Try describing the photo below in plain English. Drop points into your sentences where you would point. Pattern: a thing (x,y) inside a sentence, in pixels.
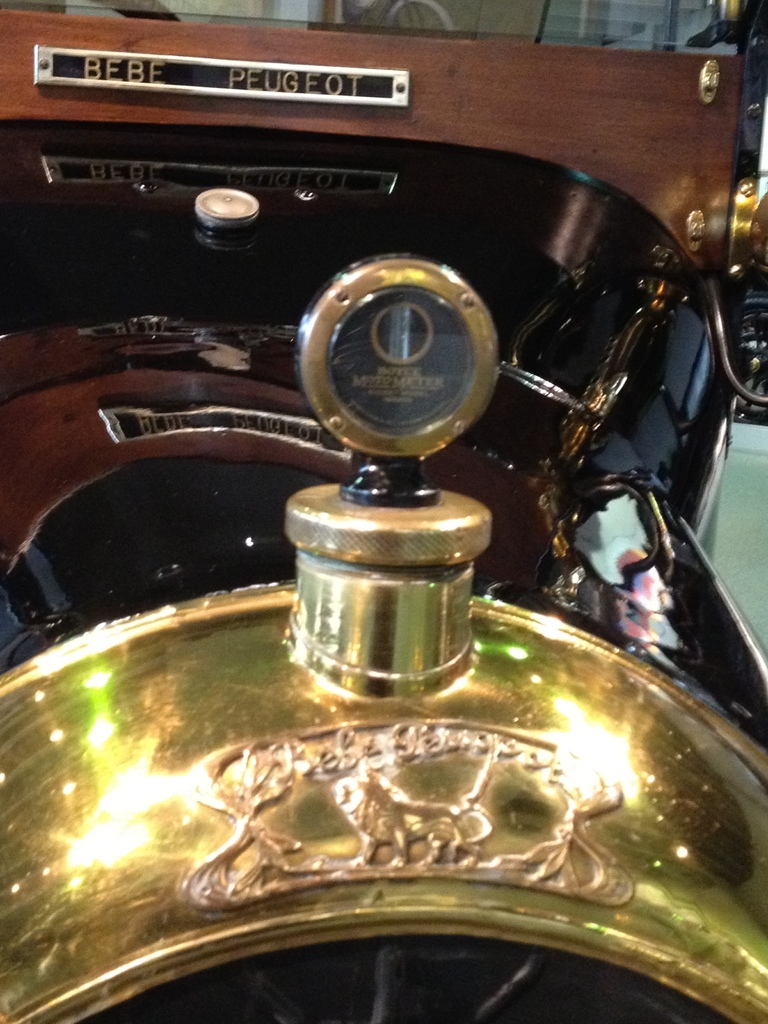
In this picture we can see a front part (343,536) of a vehicle (203,618).
